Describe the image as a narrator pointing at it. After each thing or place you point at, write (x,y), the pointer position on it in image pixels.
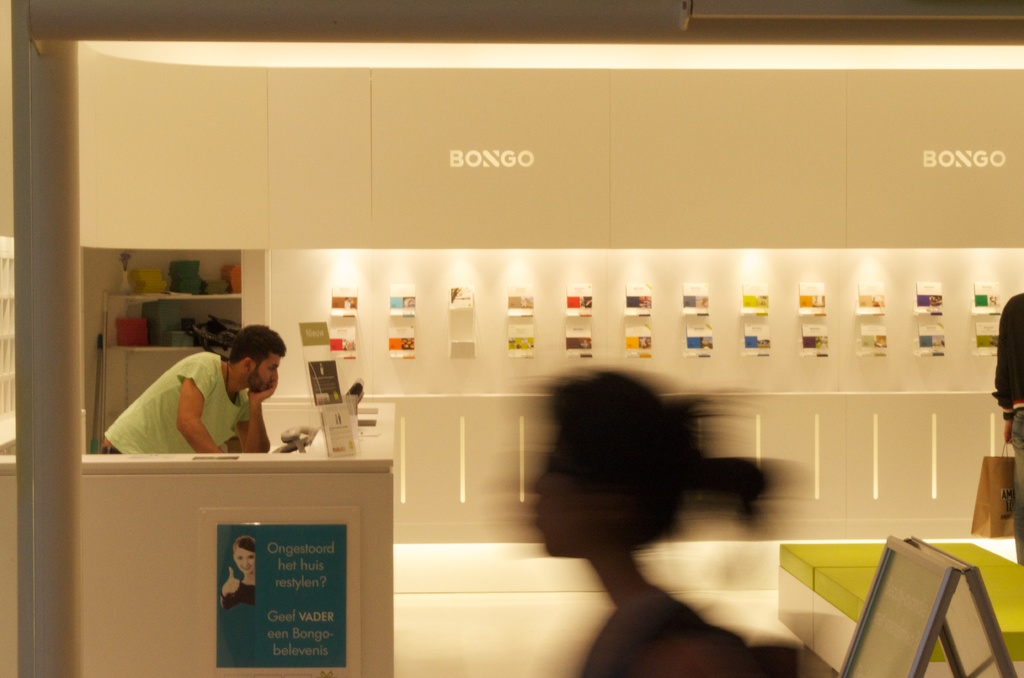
In this image we can see some objects (712,328) attached to the wall (801,318). We can also see the lights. On the left (150,412) there is a person (134,429) standing in front of the counter (286,465) and on the counter (369,444) we can see some text boards (326,418) and also the poster (263,602). We can also see a woman (610,457) in the center (644,419). On the right (1021,356) there is a person (1013,341) holding the bag (1013,485) and standing. We can also see the text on the wall (648,126).
